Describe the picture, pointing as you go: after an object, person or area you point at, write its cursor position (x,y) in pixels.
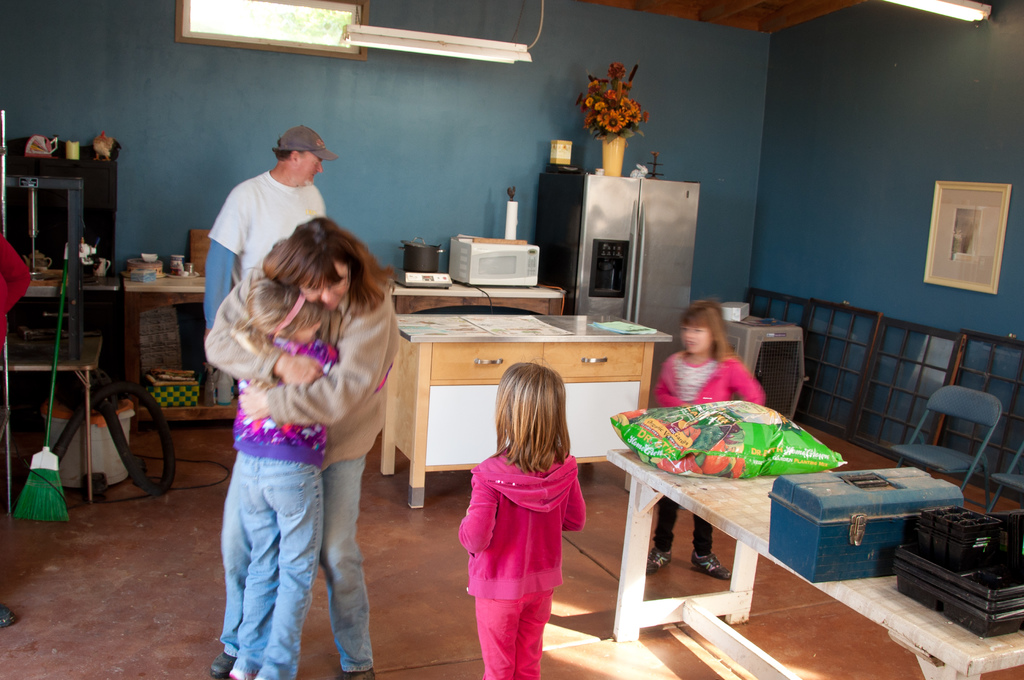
This is the picture of a room (275,120) where we have five people (366,312) in and a desk (626,403) on which some things (795,489) are placed and a fridge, flower vase (623,92), light (378,48) and desk (459,296) on which some things (413,277) are placed and a frame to the wall (816,248) and some chairs (968,395).
